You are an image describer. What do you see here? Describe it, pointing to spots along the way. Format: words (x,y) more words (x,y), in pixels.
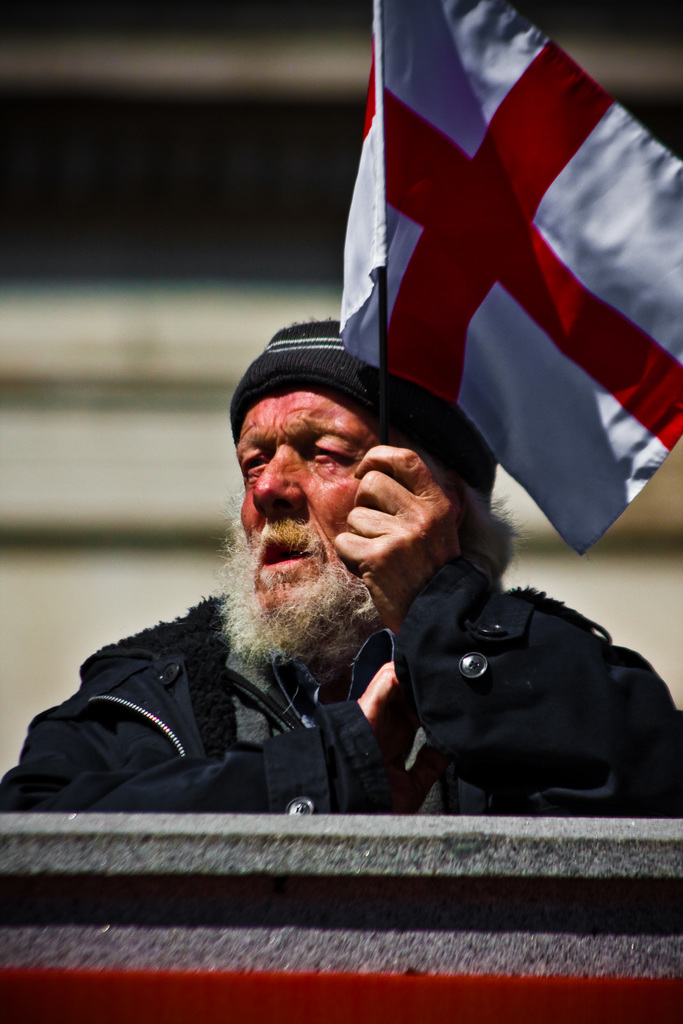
In this image I can see a person (296,809) wearing black jacket (460,770) and holding a cloth (513,331), and the cloth (476,315) is in white and red color.
